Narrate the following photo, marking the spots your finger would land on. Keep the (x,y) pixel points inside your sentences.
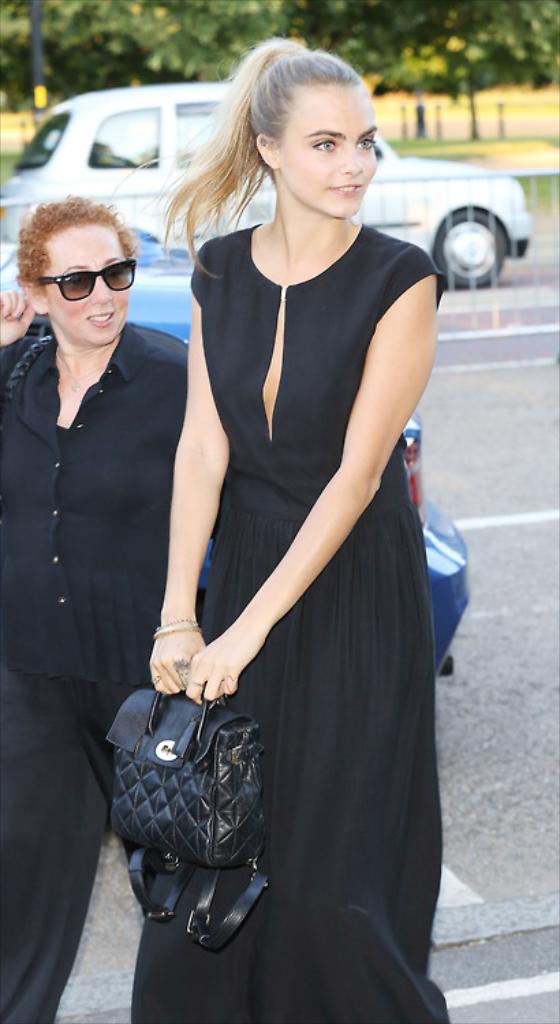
This is a picture of two people (411,957) who are wearing black color dress (314,669) and a lady (348,523) among them is holding a black bag (189,709) and there is a car (110,95) and some trees (139,60) around them.
